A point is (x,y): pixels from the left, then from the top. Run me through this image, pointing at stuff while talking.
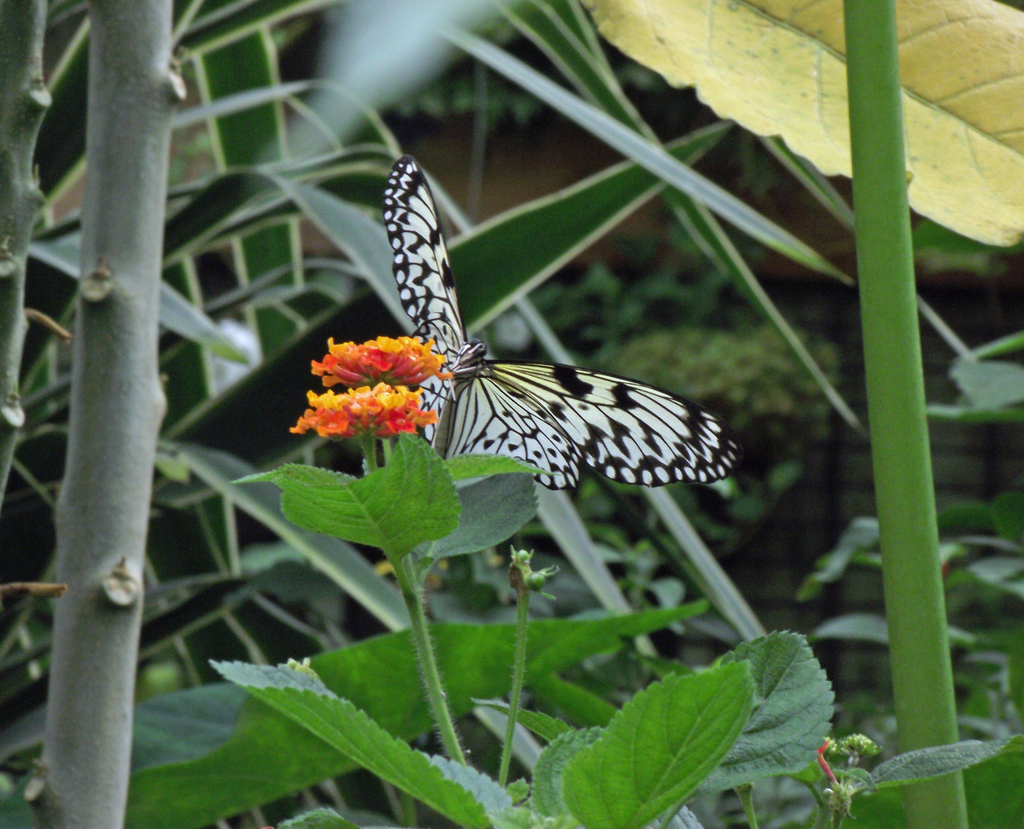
In this picture there is a butterfly (490,366) which is standing on the flower (406,371). In the background (976,598) we can see the plants (263,393) near to the building (764,573). At the bottom (619,784) we can see the leaves (593,774).
